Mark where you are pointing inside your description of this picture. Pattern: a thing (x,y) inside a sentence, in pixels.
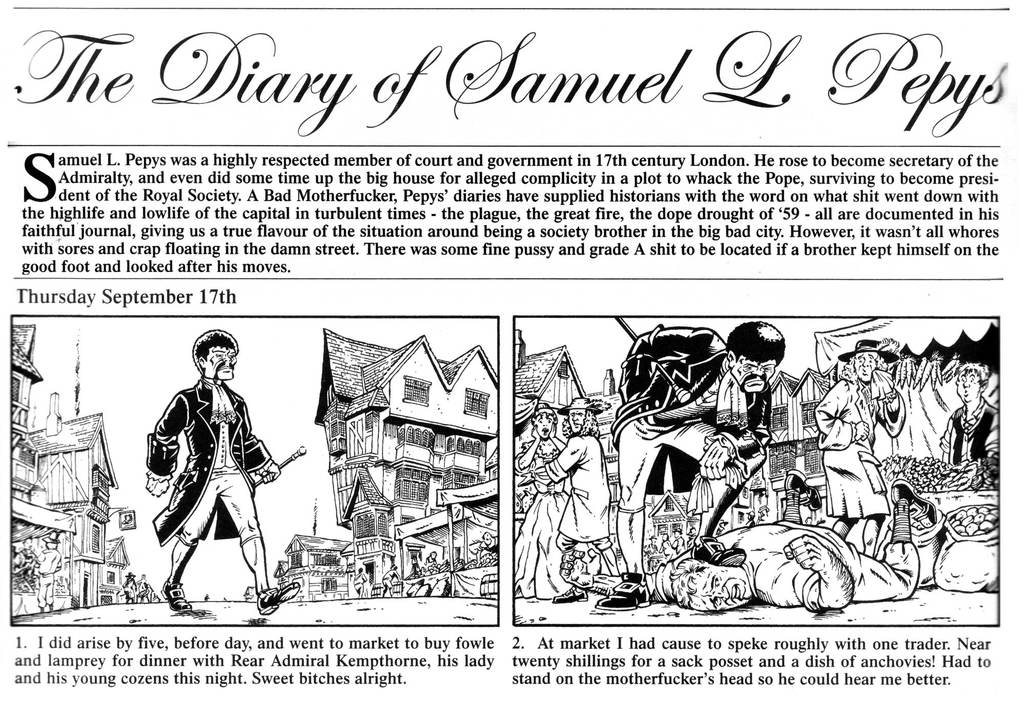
This picture shows a newspaper (433,195) with some cartoon pictures (555,554) and we see text (259,231) on it.
